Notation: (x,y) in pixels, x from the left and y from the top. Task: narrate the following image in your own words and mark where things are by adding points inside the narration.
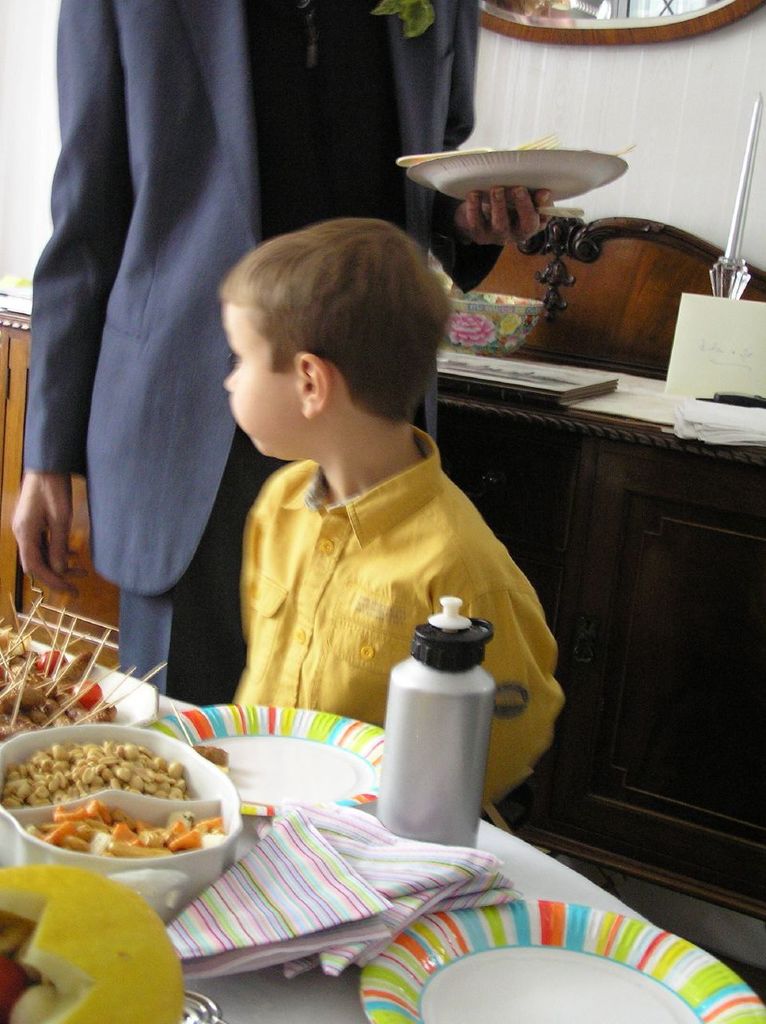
In this image I see a child (531,665) and a person (397,217) who is holding a plate (497,181), I can also see there is a table (659,923) on which there are many things (282,741) on it. In the background (6,66) I see a cabinet (10,522) and the wall (614,193).
